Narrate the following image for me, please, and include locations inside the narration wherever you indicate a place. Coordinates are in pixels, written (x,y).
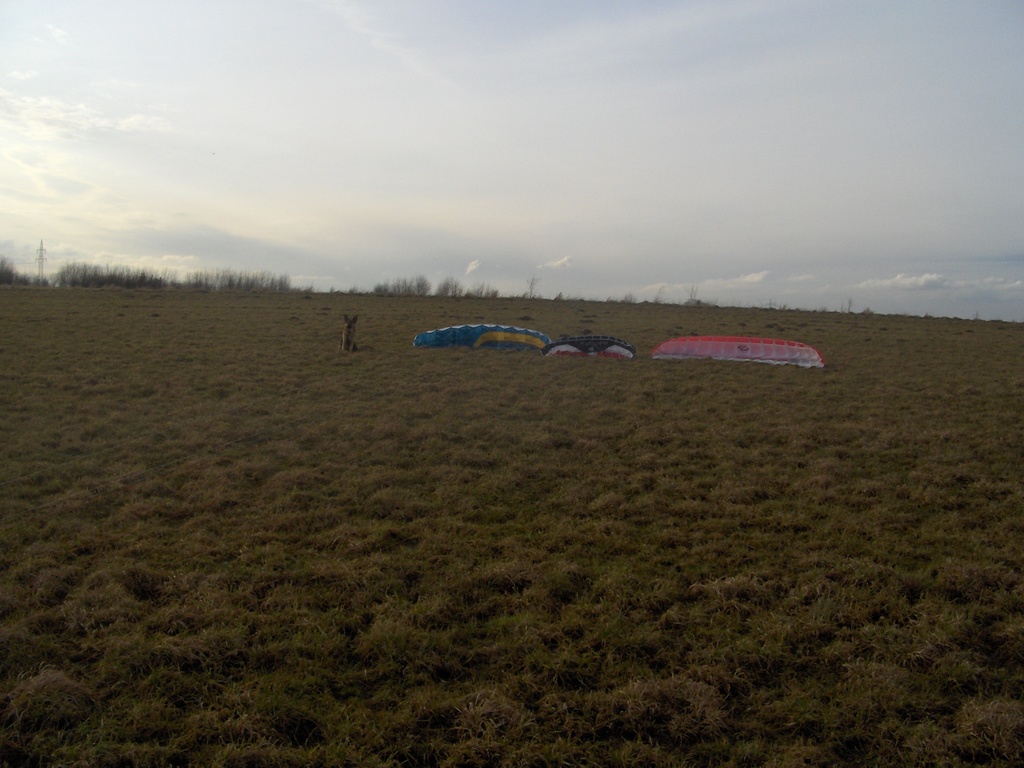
In this image we can see the grassland (407,541), an animal (345,341), some objects (502,346) and the sky (674,95) with clouds (718,284) in the background (336,216).
